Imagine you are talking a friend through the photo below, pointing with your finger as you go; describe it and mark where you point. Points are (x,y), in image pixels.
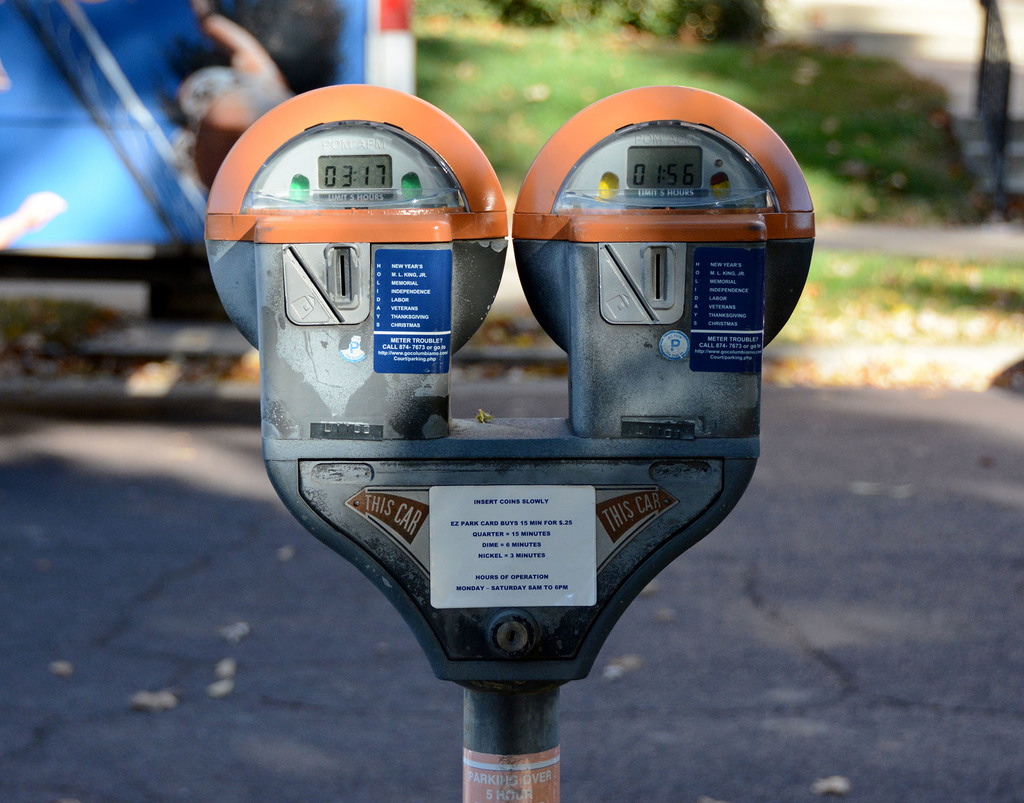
In this image, I can see a parking meter (519,536). These are the labels (436,278) attached to the meter (557,701). This looks like the road (628,715). In the background (94,83), I think this is the vehicle (208,98). Here is the grass (813,120).
